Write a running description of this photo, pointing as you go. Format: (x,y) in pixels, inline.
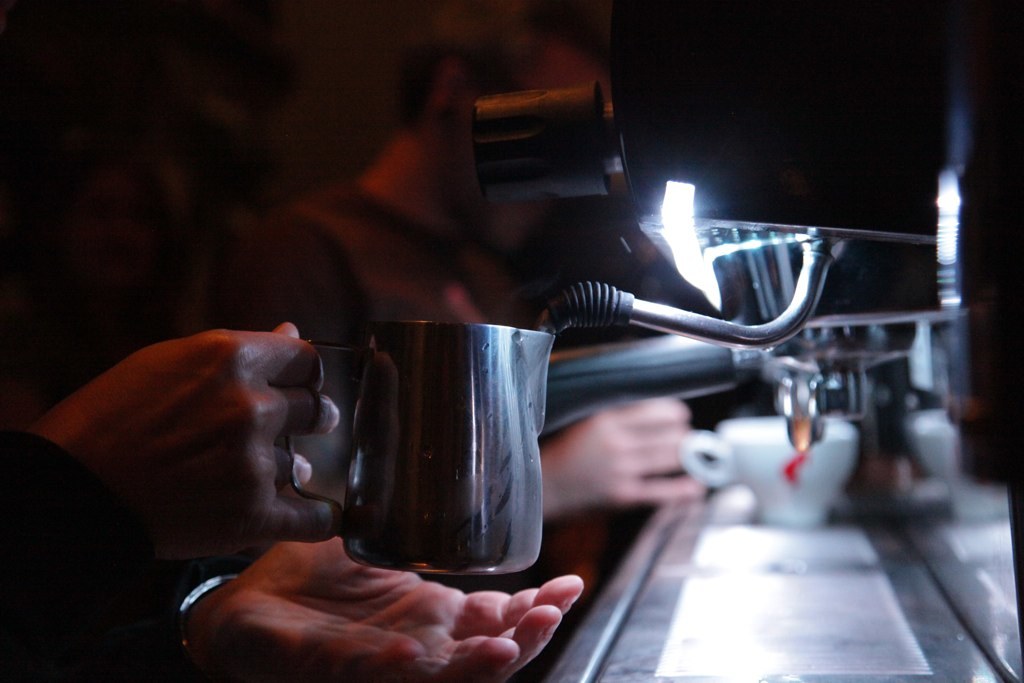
In this image we can see a person's hand (239,512) holding a cup (452,484) and there is a machine (798,577) and to the side, we can see another person (595,542) and in front of him there is a cup (803,477) and the background (465,219) image is blurred.
